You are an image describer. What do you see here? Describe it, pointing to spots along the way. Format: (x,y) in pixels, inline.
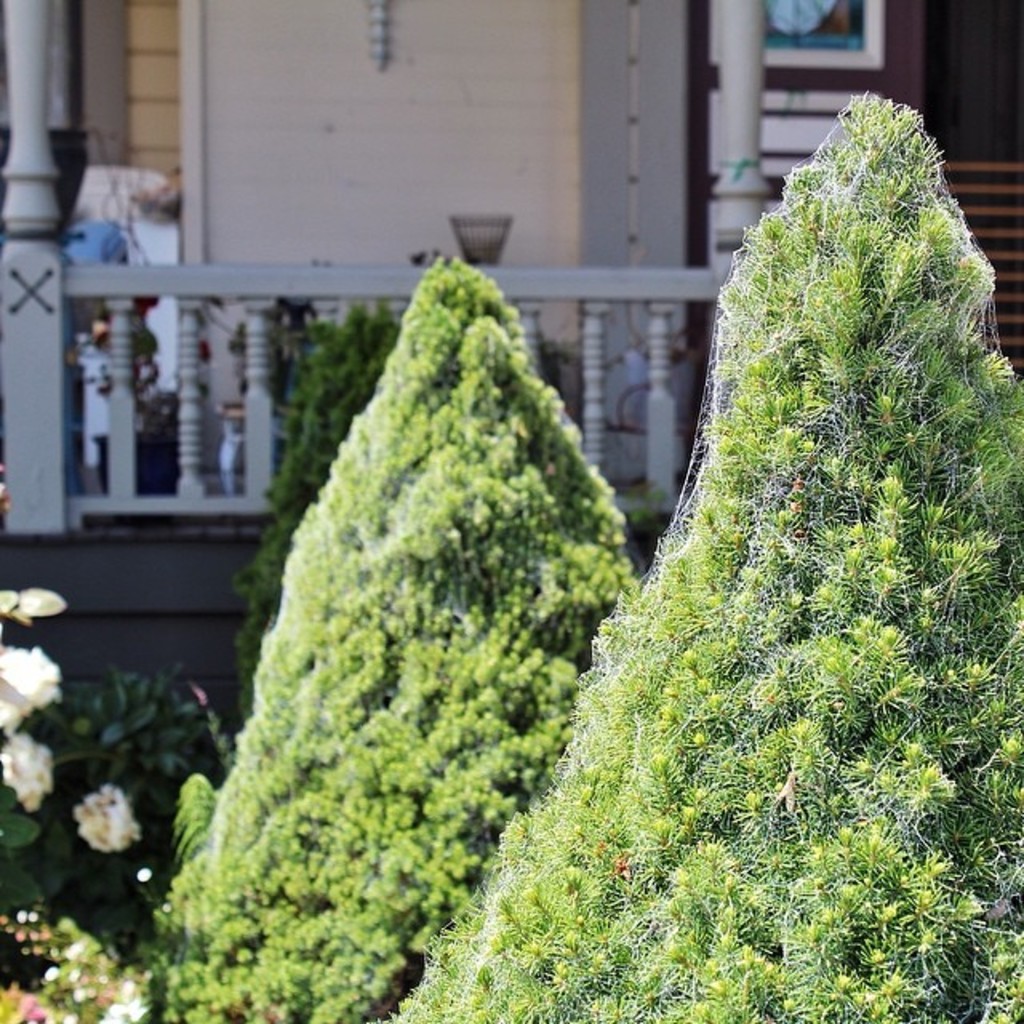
In this image we can see a group of plants (530,691) with flowers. On the backside (281,223) we can see a building (260,252) with poles (757,192) and a wall (581,146). We can also see a bowl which is placed on a fence (389,291).
